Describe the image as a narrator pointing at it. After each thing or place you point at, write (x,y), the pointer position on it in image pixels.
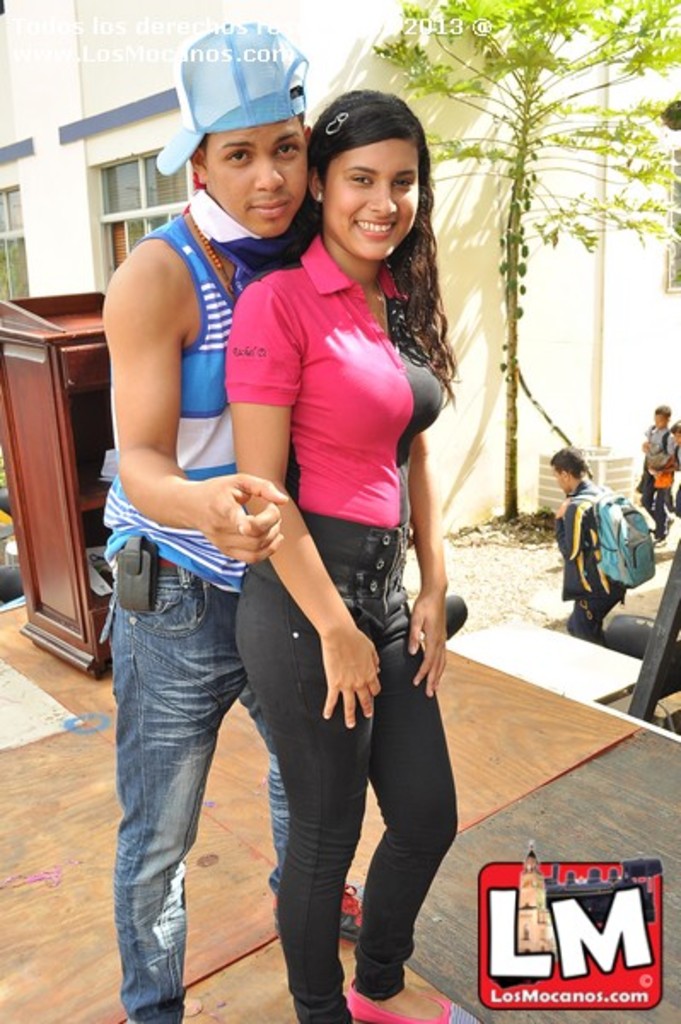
In the image I can see a lady (253,659) and a guy (227,536) who is wearing the hat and around there are some trees (531,7), building (35,268), people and a desk (101,464).
